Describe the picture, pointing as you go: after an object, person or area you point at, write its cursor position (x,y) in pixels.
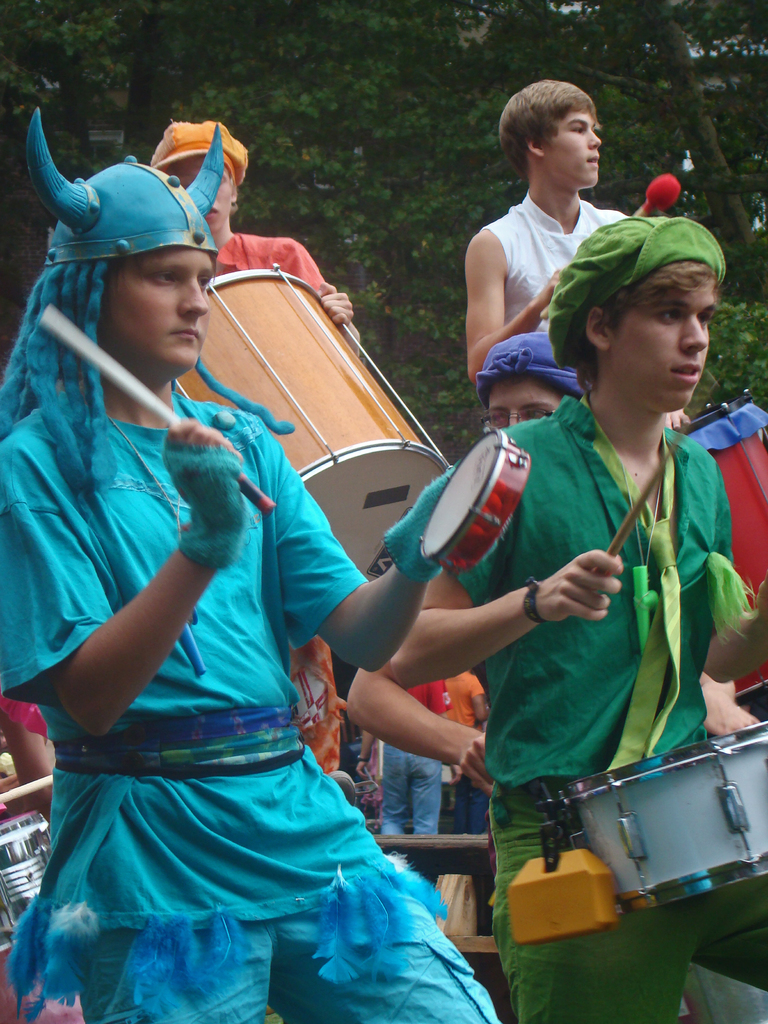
Here we can see that a group of people (85,378) are standing and playing drums (666,812), and here are the trees (385,126).
